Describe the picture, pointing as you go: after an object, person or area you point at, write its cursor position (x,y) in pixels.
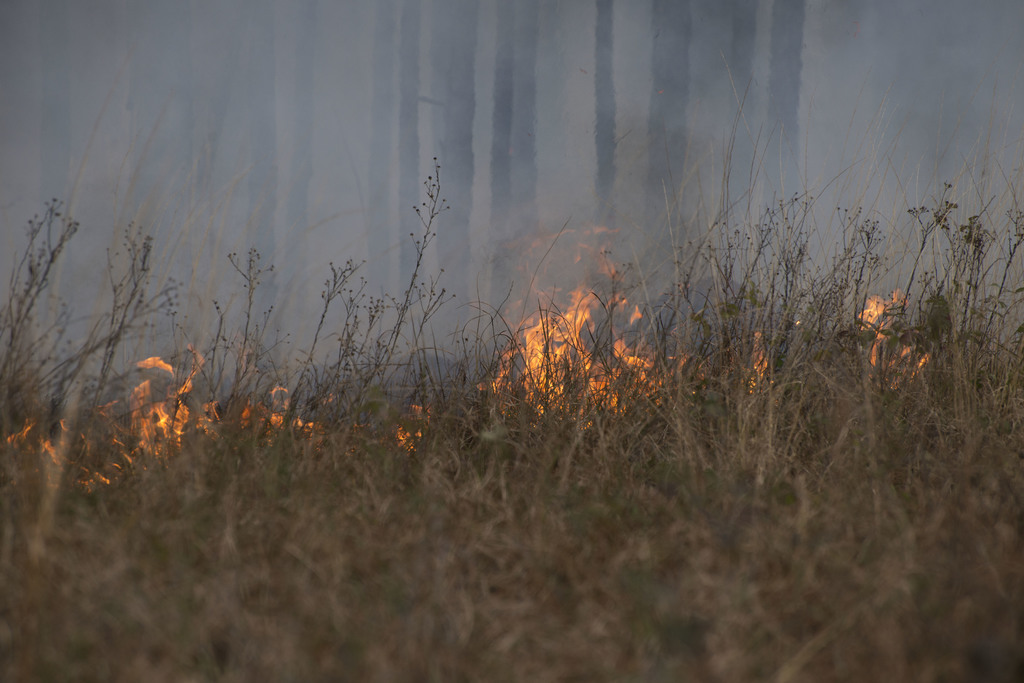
In this image we can see the fire (634,355) on the surface (459,467) of the grass (604,528). In the background (780,128) there are trees (672,171).
